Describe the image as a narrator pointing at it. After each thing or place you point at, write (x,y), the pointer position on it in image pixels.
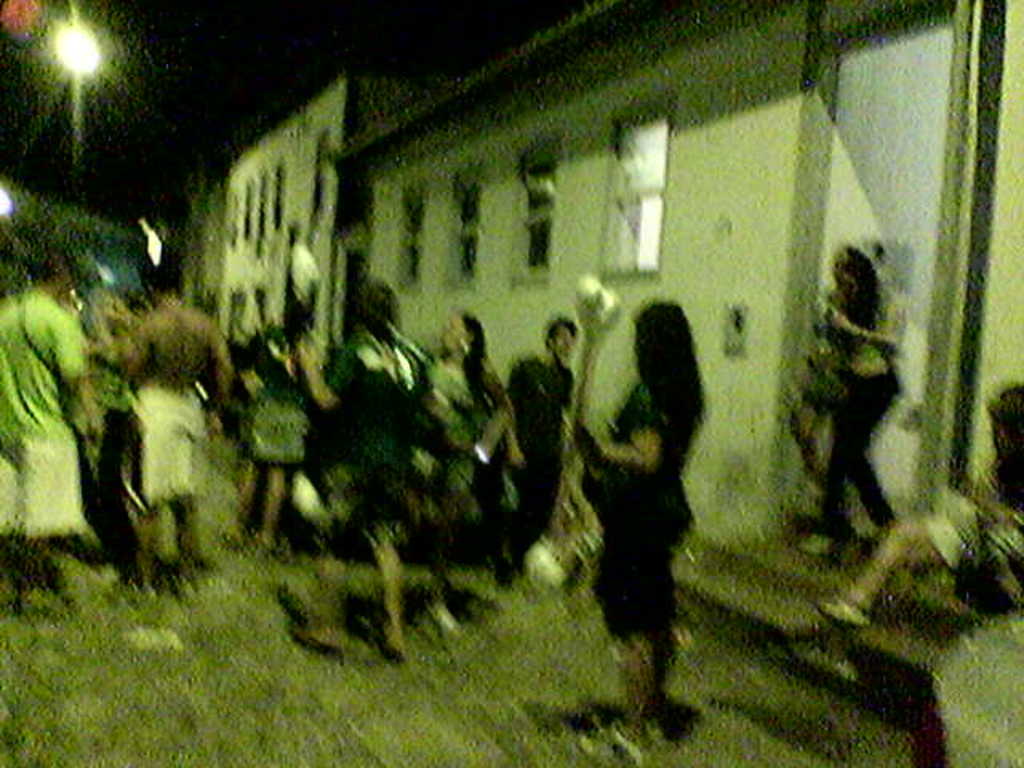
In this image we can see few people (653,697), there are buildings (512,222) on the right side (795,206) and a light (81,53) at the top (94,54).
